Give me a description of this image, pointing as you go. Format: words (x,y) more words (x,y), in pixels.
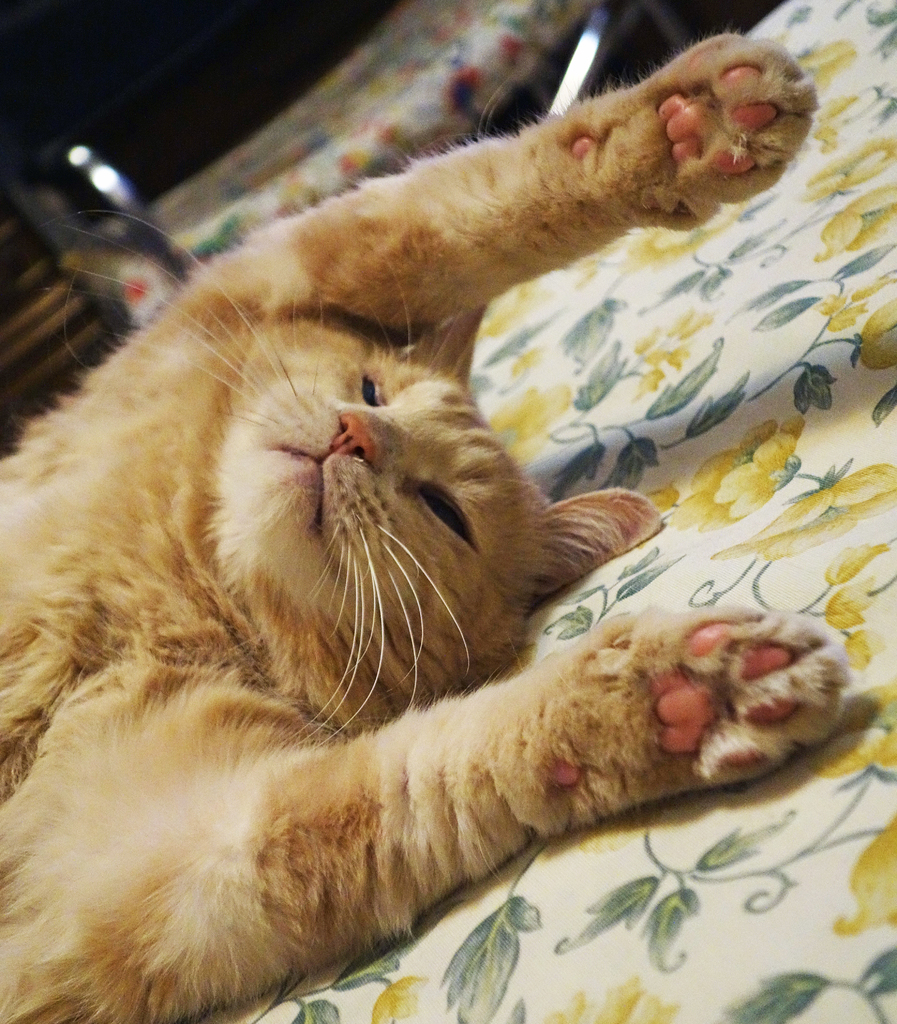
In this picture we can see brown color cat (46,626) is lying on the yellow color flower bed sheet (611,900).
